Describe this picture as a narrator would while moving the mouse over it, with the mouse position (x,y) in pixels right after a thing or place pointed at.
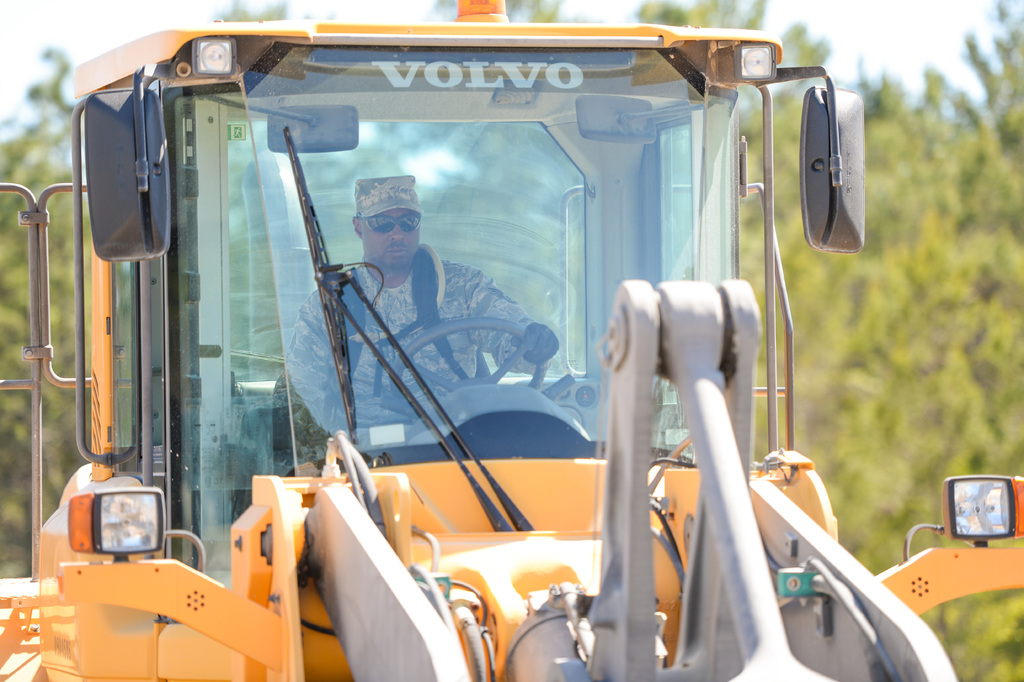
This picture is highlighted with a vehicle (258,400) which is yellow in colour and i guess it's an excavator (347,565). Inside of the vehicle (331,572) there is a man (484,283) sitting and driving. This man (405,312) is wearing a cap (407,199) and he is wearing gloves (546,347) to his hands (536,345). He wore spectacles (412,227). At the backside of the vehicle (489,421) there are trees (58,80). On the top of the picture (83,20) we can see a sky (110,20) and it seems like a sunny day.
